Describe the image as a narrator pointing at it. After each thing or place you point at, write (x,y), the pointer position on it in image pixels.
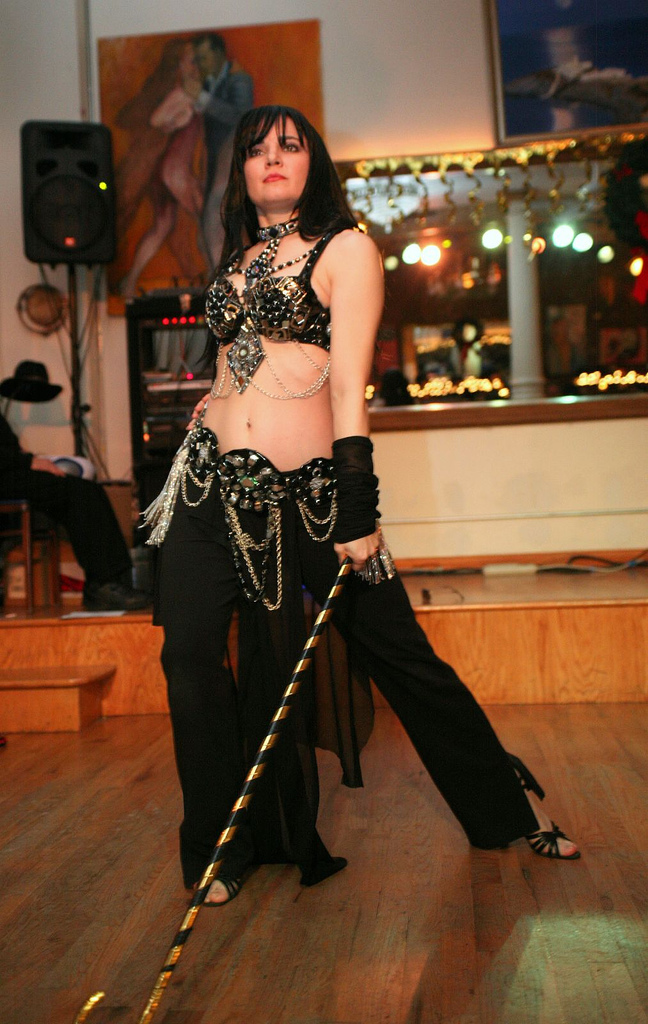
In the image in the center (294,439), we can see one woman (292,582) standing and holding some object (333,588) and she is in black color costumes (234,337). In the background (409,108) there is a wall (408,118), stage (484,614), hat (34,383), monitor (178,352), speaker (92,176), chair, pipe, staircase (54,684), photo frames (627,62), lights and a few other objects (624,172).
